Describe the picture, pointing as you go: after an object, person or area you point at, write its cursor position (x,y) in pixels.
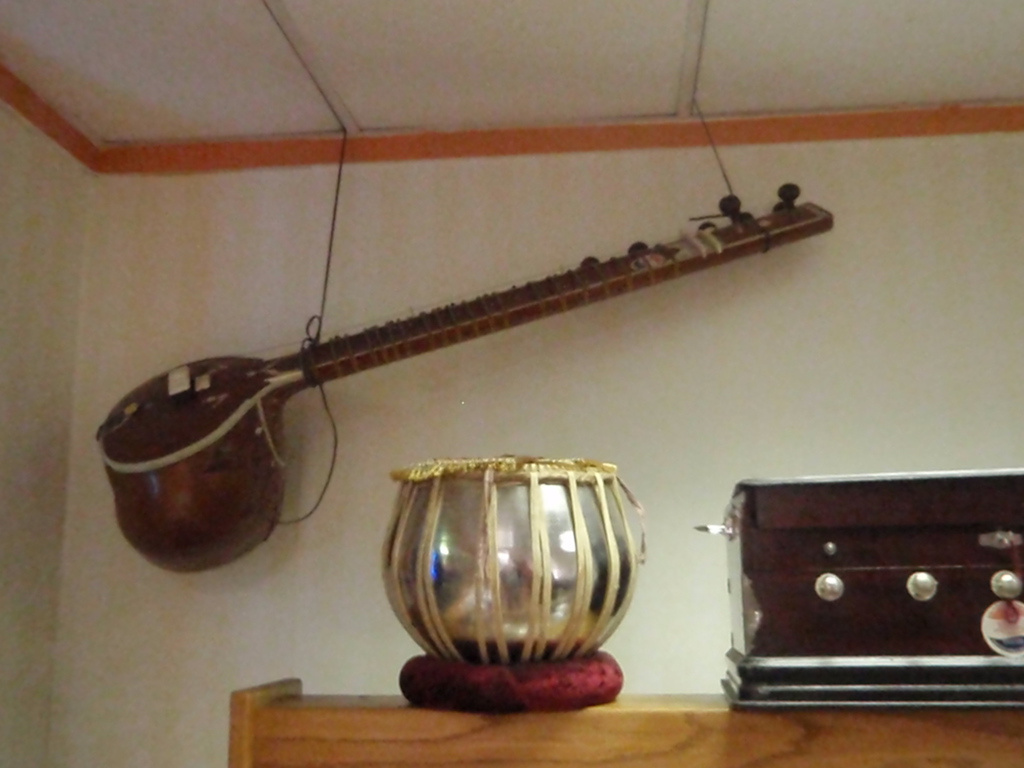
In this image there is a table (470,724) on which there is a tabla (460,561) on the left side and a harmonium (793,555) on the right side (832,572). In the background (481,316) there is a sitar (436,338) which is hanged to the wall (499,175).
